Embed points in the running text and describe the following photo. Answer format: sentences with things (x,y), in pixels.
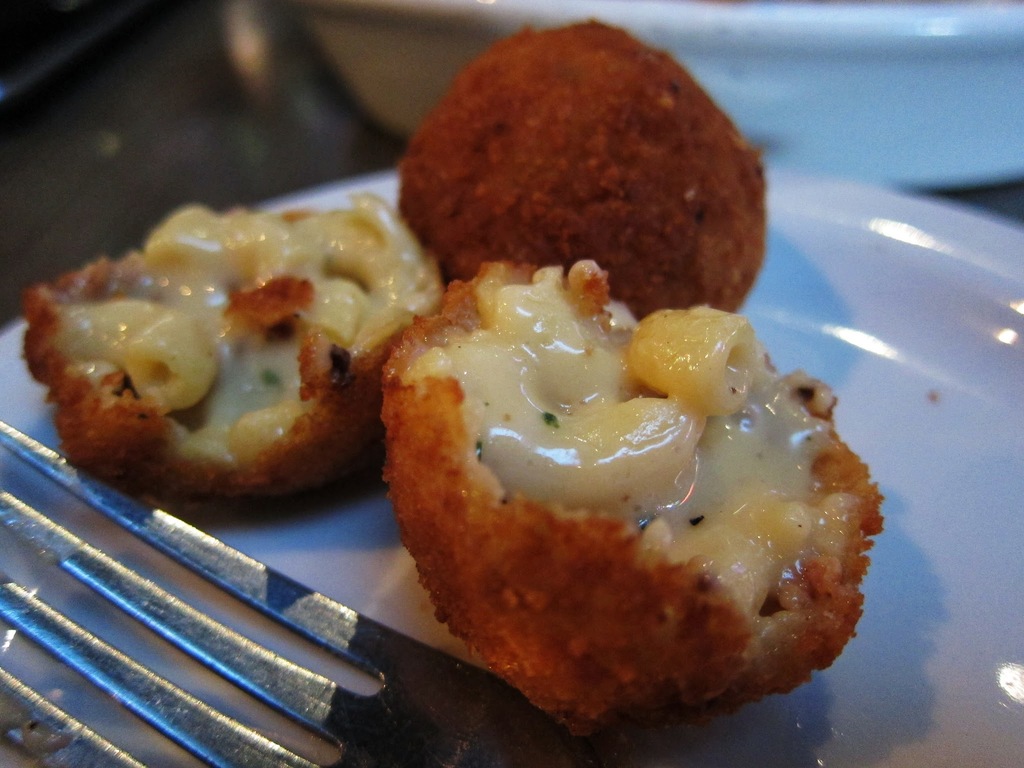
In this image, we can see food (498,152) in the white color plate (999,712), there is a fork (167,613) in the plate (966,754).
